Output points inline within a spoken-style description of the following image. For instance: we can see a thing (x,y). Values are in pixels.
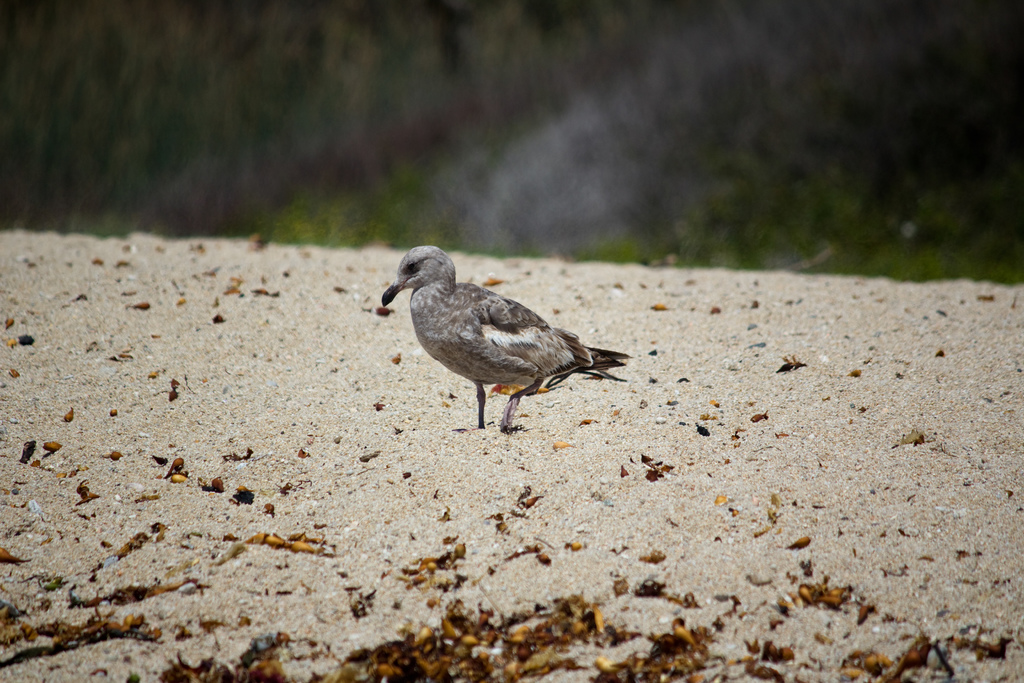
In this picture we can see small bird (511,358) standing on the ground (463,558). In the front (505,653) bottom side we can see some dry leaves (434,673). Behind there is a blur background (679,81).
